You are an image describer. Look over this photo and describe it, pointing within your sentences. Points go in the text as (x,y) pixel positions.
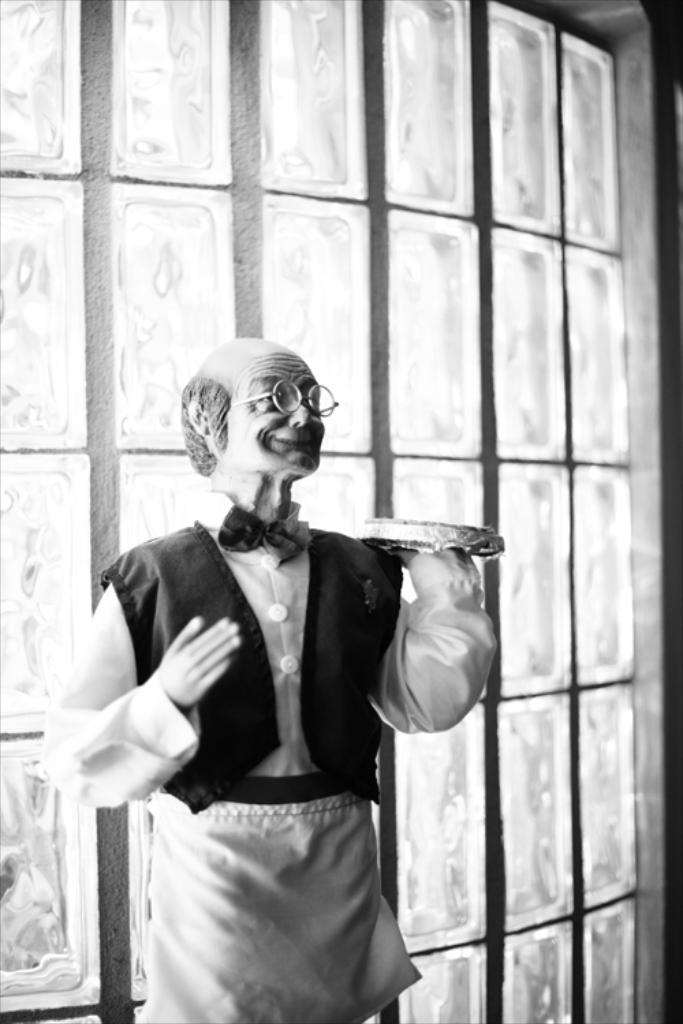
In the center of the image (326,614) we can see a statue of a man (267,636). In the background (575,381) there is a wall (403,339).
